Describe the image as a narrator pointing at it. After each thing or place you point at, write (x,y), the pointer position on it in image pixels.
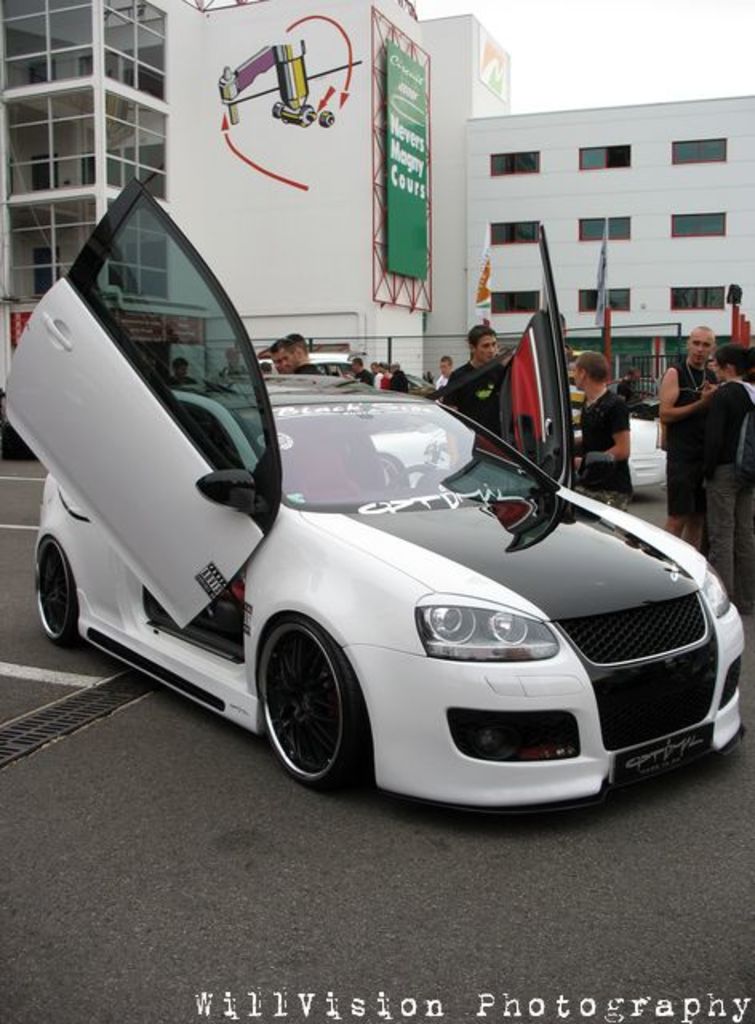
There is a vehicle (542,613) in white and black color combination on the road (159,714). In front of it, there is a watermark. In the background (697,445), there are persons (676,411) on the road (629,986), there are vehicles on the road (229,983), there are buildings (428,237), hoardings (420,82) and there is a sky (675,33).
